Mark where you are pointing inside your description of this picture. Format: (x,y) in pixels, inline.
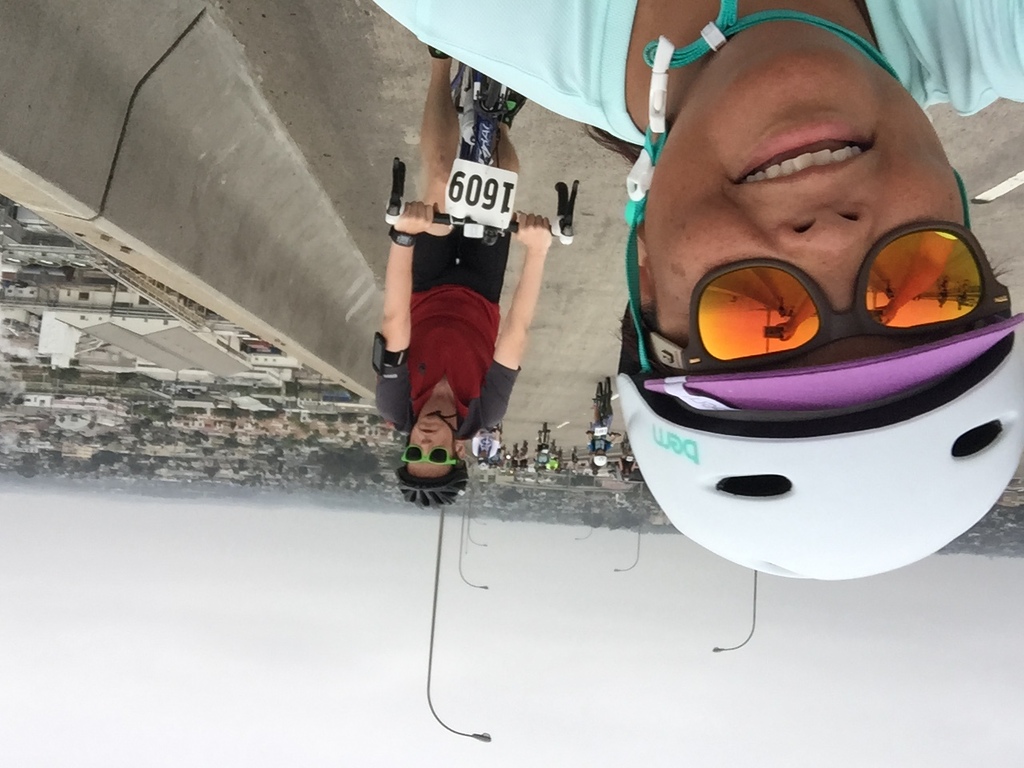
In this picture we can see a group of people (781,445) riding their bicycles (600,400) on the path (524,437) and on the left side of the people (450,374) there are trees (136,399) and buildings (143,364) and behind the people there are poles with lights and a sky (745,669).
